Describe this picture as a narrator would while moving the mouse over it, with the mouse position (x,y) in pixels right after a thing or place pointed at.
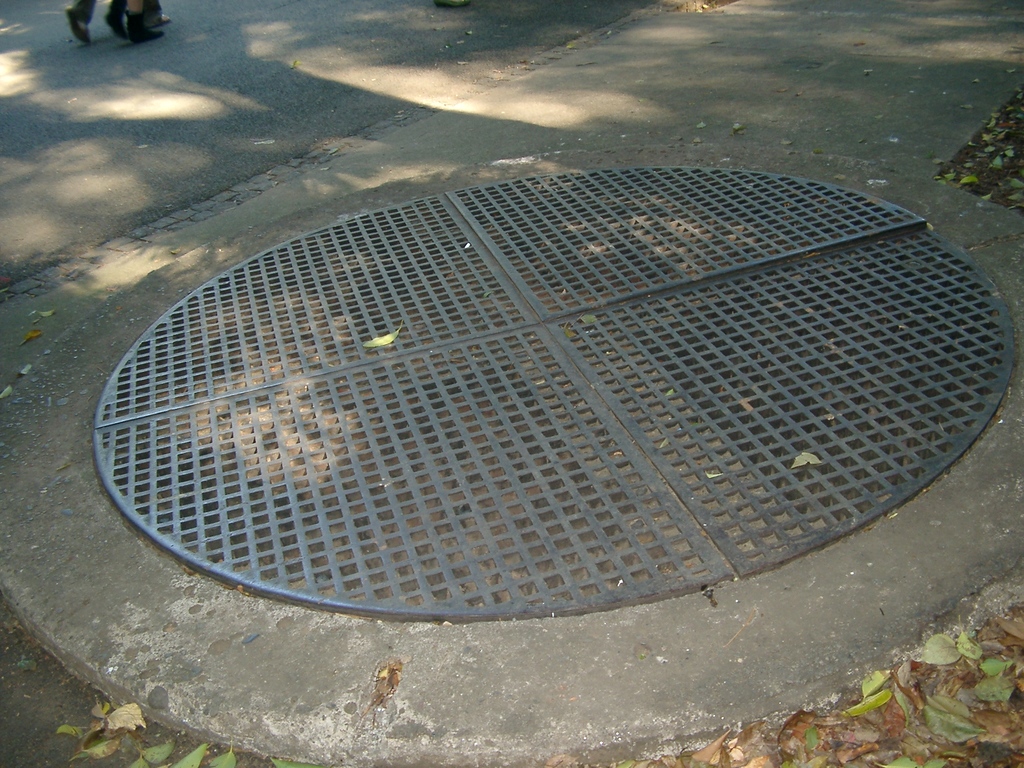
In this image I can see the road (154,150). I can see the person's legs (78,36) on the road (76,54). To the side of the road (128,84) I can see the manhole lid (485,382) and the leaves (885,722).
